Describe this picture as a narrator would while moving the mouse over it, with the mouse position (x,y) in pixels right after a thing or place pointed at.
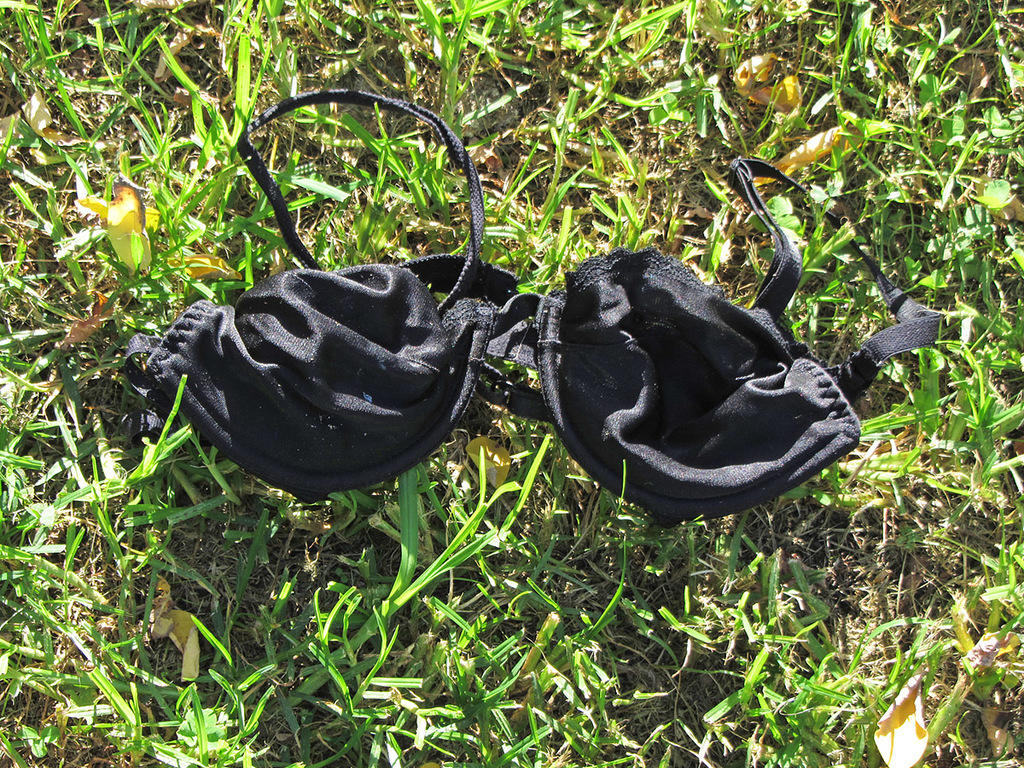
In the picture we can see a grass surface (600,625) on it, we can see a black color wear (669,455) on it.
